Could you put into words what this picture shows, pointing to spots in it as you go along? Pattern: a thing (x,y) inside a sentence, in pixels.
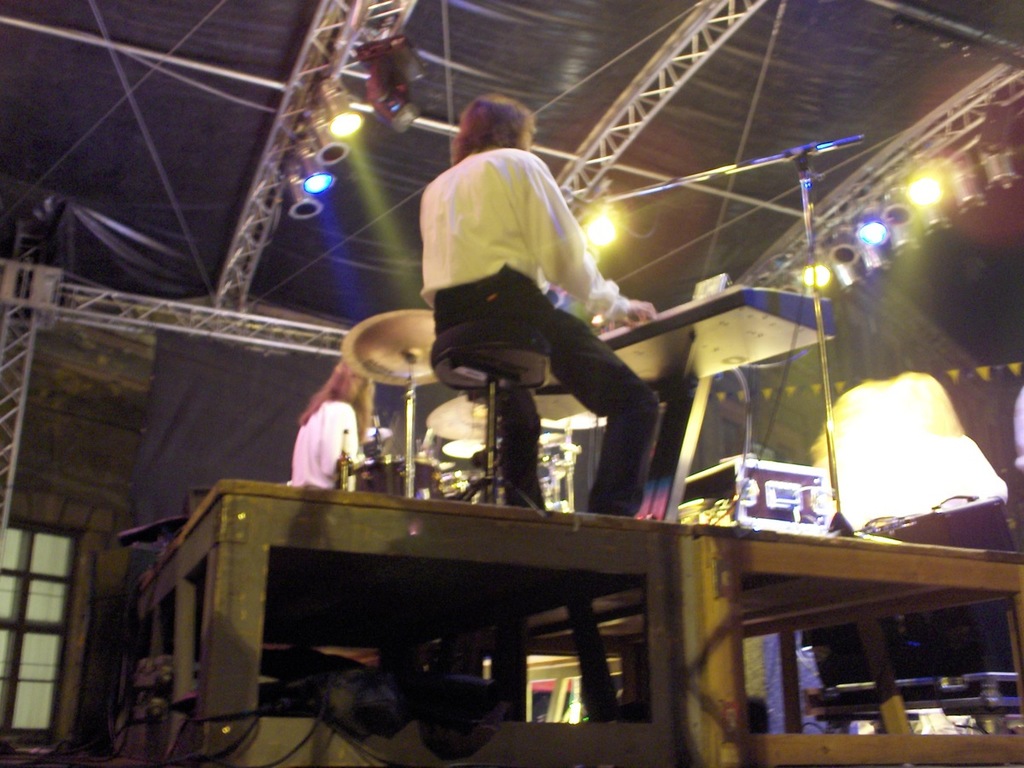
In this image there is a person (573,291) sitting on a stool (490,376) and playing musical instrument (662,325), which is in front of him and there is a mic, beside him there is a girl (362,410) sitting and playing drums (394,468) on the stage (832,586), below the stage (342,513) there are few objects (364,697) placed. At the top of the image (212,152) there is a ceiling (125,167) and few spotlights (336,123).
